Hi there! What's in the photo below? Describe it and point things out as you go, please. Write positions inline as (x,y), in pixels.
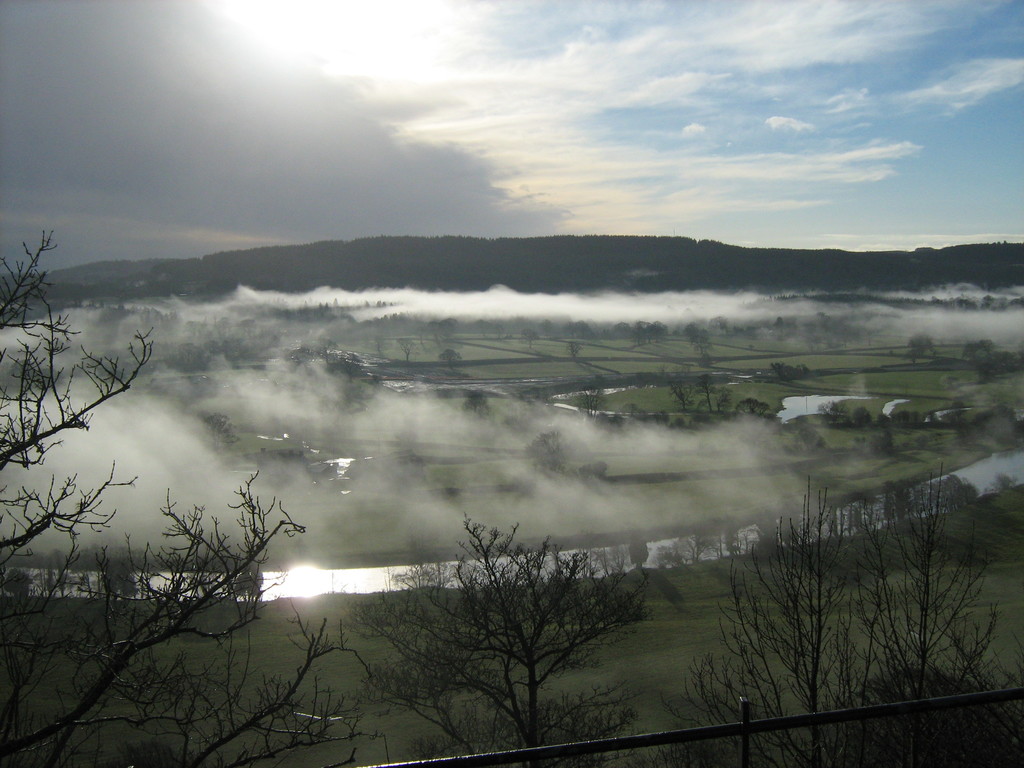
At the bottom of the image (415,632) there are trees (543,675) and a fence (416,761). In the center (346,431) there is a canal (296,566) and we can see mist (520,429). There are hills (516,262). At the top (251,240) there is sky (451,85).
